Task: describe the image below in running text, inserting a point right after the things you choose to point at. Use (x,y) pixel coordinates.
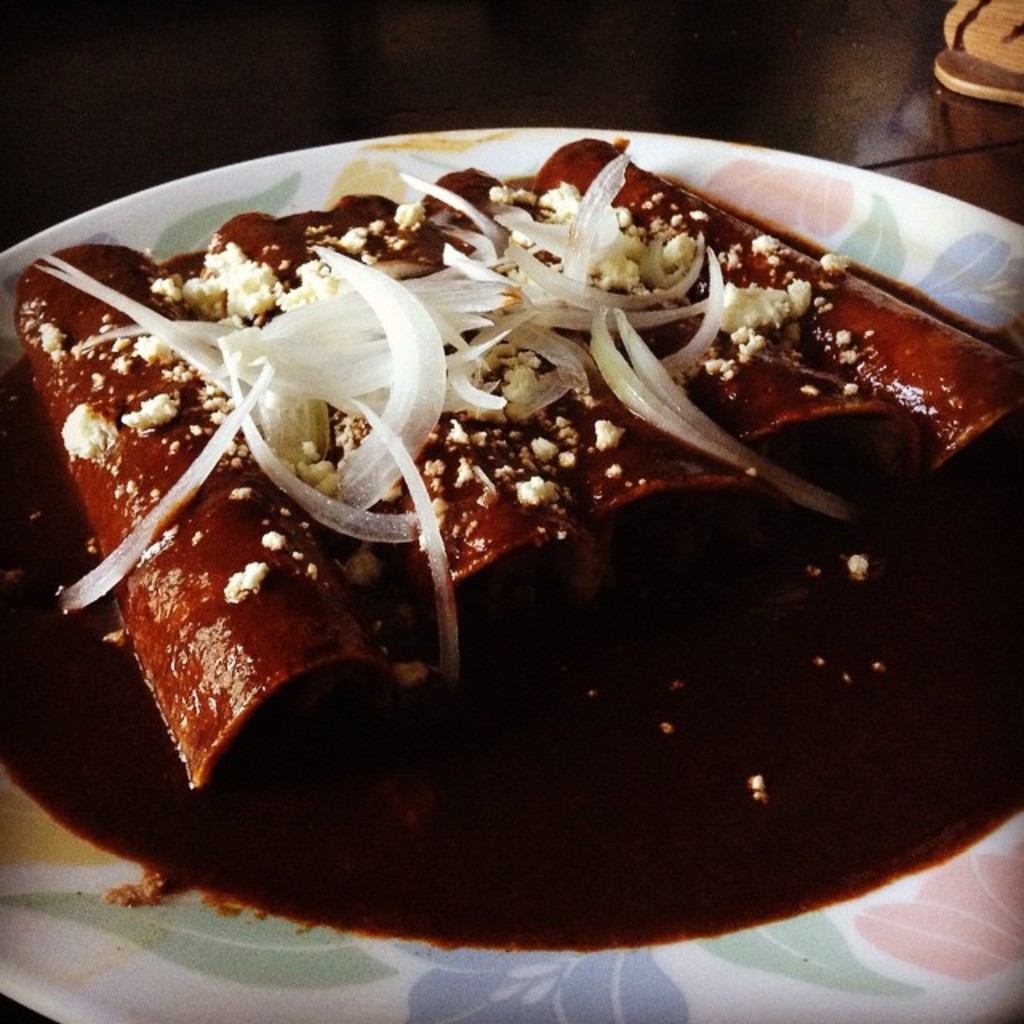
In this picture we can see a plate (890,903) here, there is some food (622,303) present on the plate (749,156), we can see wooden surface (867,69) at the bottom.
